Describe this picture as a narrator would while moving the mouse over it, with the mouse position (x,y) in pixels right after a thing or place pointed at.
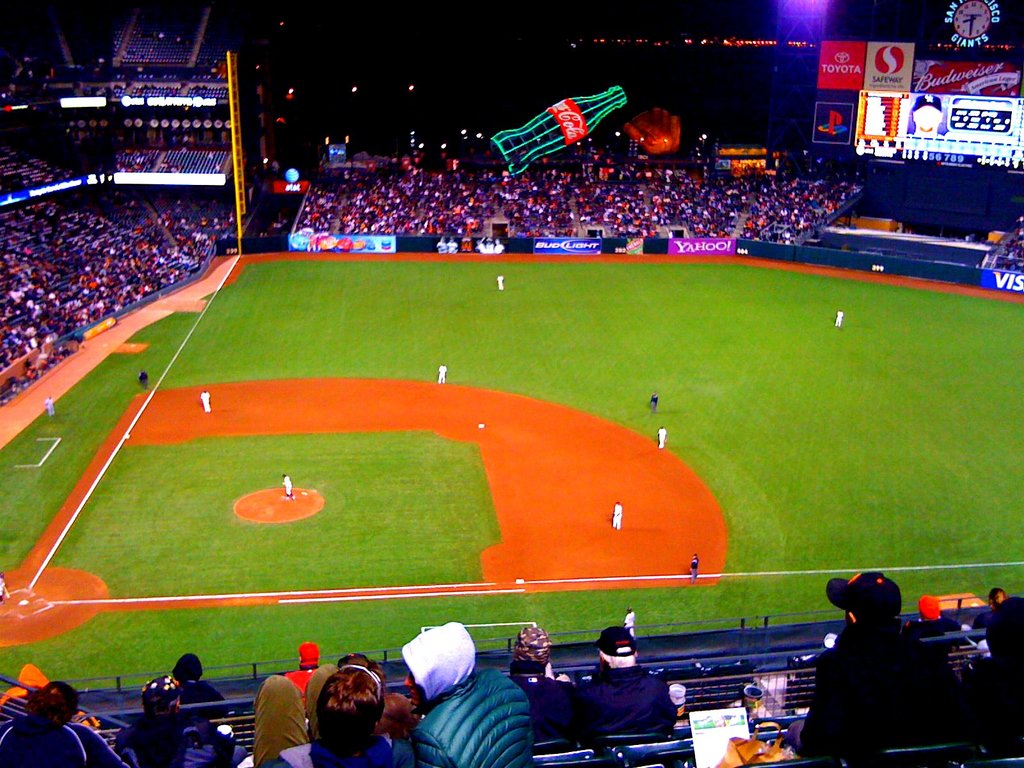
There is a stadium (427,205) in the image, where we can see, people (16,260) sitting around the ground (336,261), posters (1003,69), clock (959,12) and light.
